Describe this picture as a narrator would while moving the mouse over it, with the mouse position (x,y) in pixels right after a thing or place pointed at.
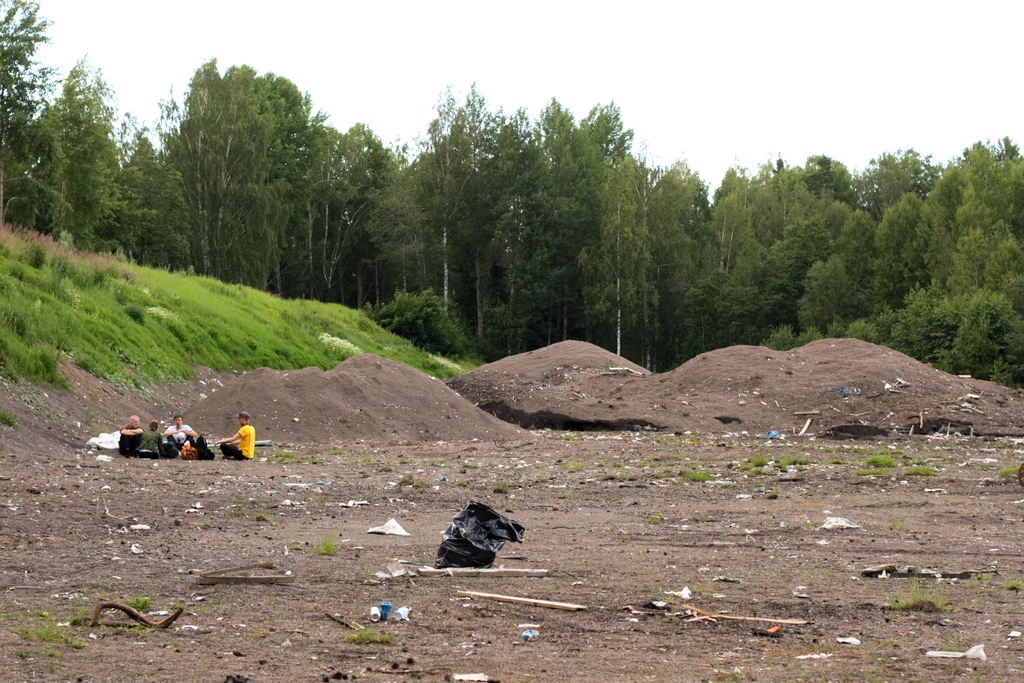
In this image we can see there are a few people (161,443) sitting on the surface (211,467) and there are few wooden sticks (483,572), plastic covers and some other objects (980,651) on the surface (867,520). In the background (159,340) there is a grass (198,299), trees (699,330) and a sky (515,60).
